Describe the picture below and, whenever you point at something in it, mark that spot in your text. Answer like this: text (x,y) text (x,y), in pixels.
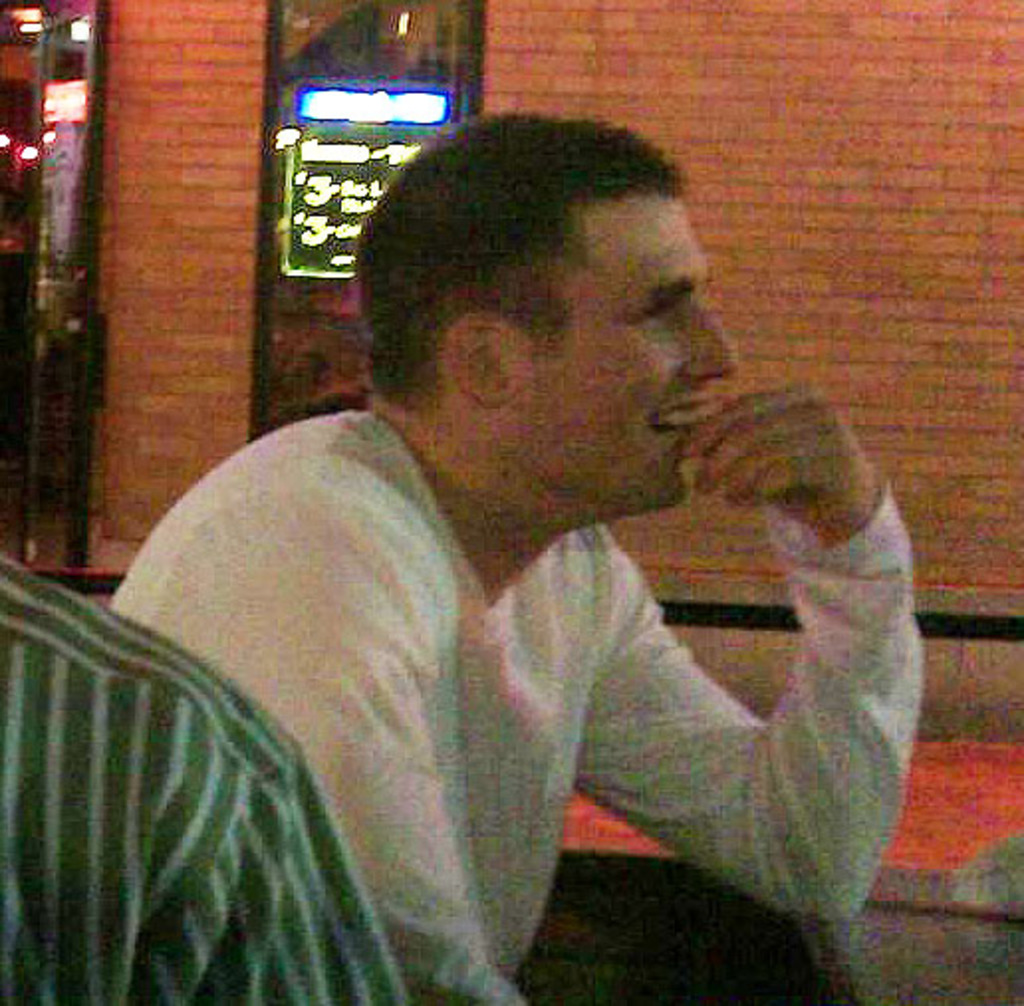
In this image we can see a man (425,595) sitting and smiling, next to him there is another person (183,769). In the background (639,117) there is a wallboard (346,246) and a door (67,301).
